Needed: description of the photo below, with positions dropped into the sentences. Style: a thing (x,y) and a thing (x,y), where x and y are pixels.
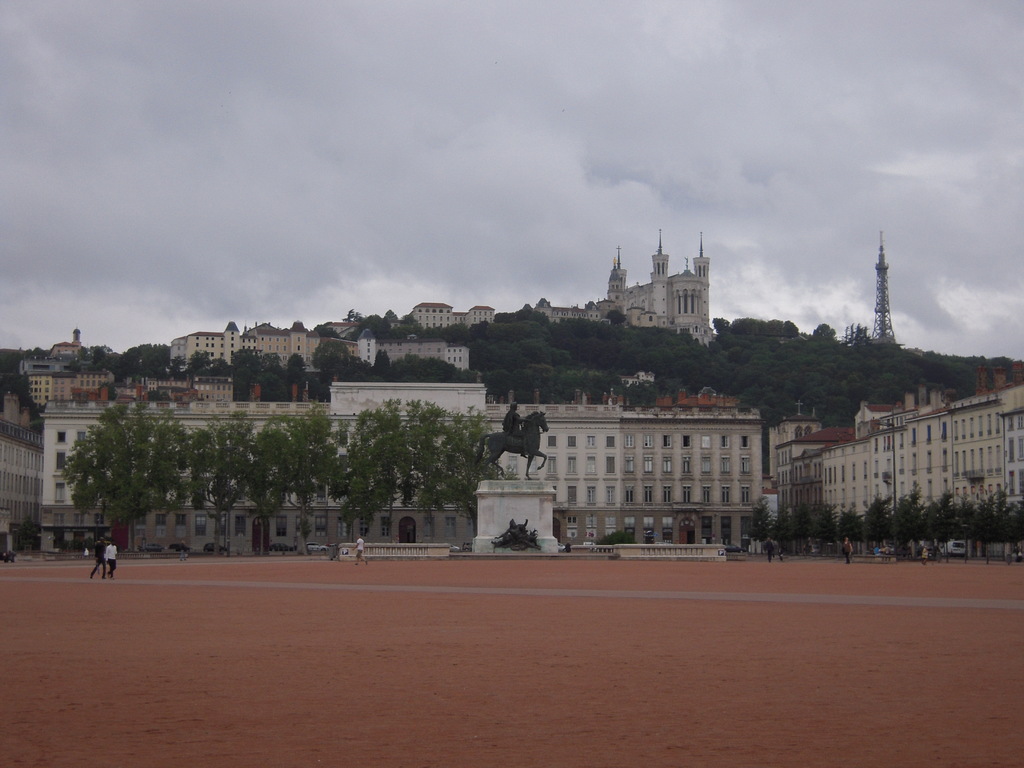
In this image I can see the ground (354,708), few persons (847,550) standing in the ground (825,561), a statue (511,422) of a person (524,440) sitting on a horse (536,453) which is black in color, few trees (390,448) and few buildings (880,489). In the background (770,425) I can see a mountain (650,401), a tower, few buildings (583,315) on the mountains (871,364), few trees (579,358) and the sky (418,172).
